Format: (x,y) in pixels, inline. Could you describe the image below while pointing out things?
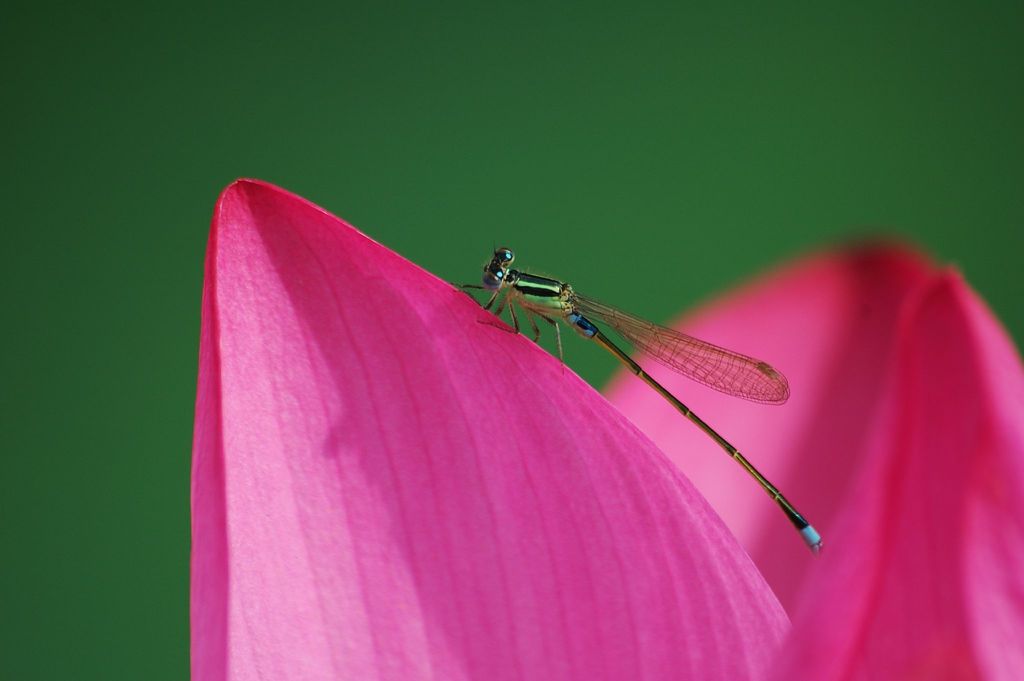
In this image we can see a dragon fly (535,283) sitting on a pink flower (630,448), and background (67,503) is green in color.
